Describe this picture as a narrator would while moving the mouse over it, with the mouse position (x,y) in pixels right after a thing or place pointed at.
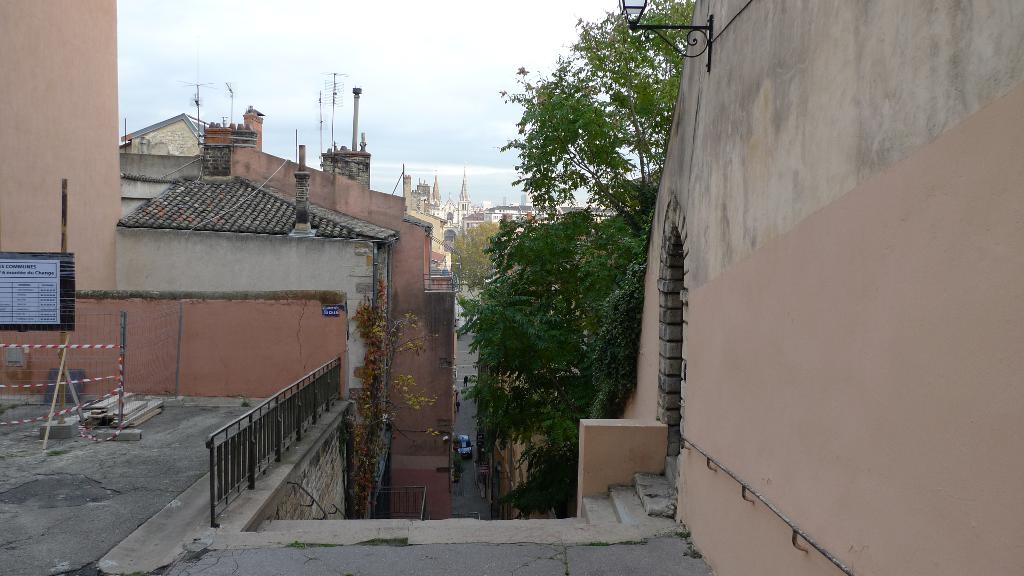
This image consists of buildings (414,303) in the middle (362,273). There is a tree (595,272) in the middle (595,272). There is sky (386,92) at the top (441,95). There is a car (465,440) at the bottom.
